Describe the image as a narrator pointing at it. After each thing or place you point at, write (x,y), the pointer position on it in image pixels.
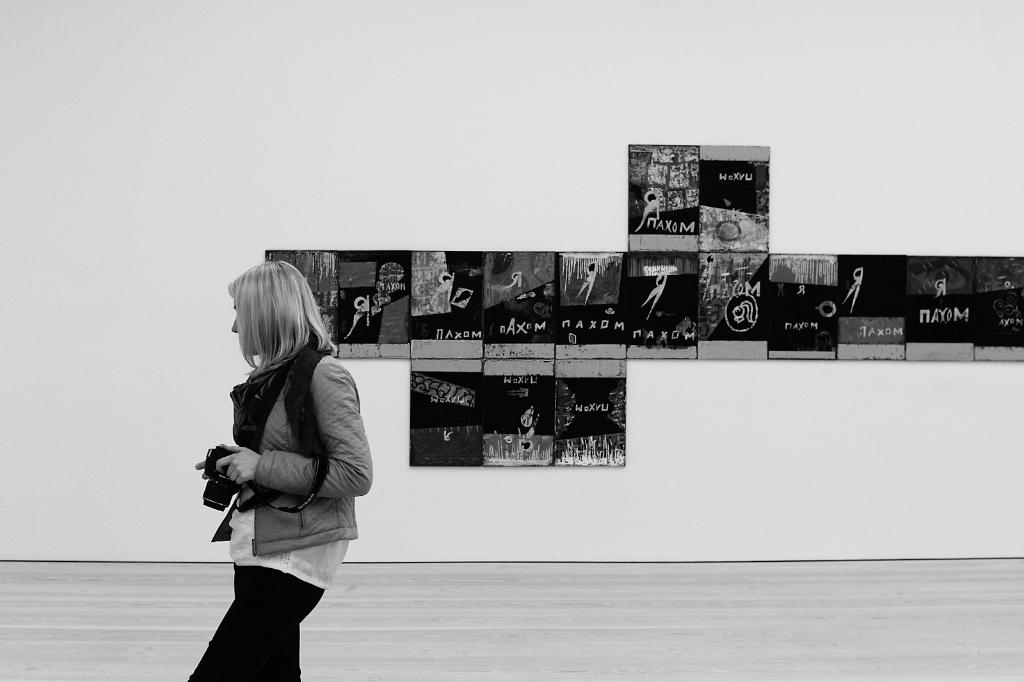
This is a black and white picture, in this image we can see a woman (233,466) standing and holding a camera (222,496), in the background (805,326) we can see some photo frames (804,341) on the wall (806,384).
